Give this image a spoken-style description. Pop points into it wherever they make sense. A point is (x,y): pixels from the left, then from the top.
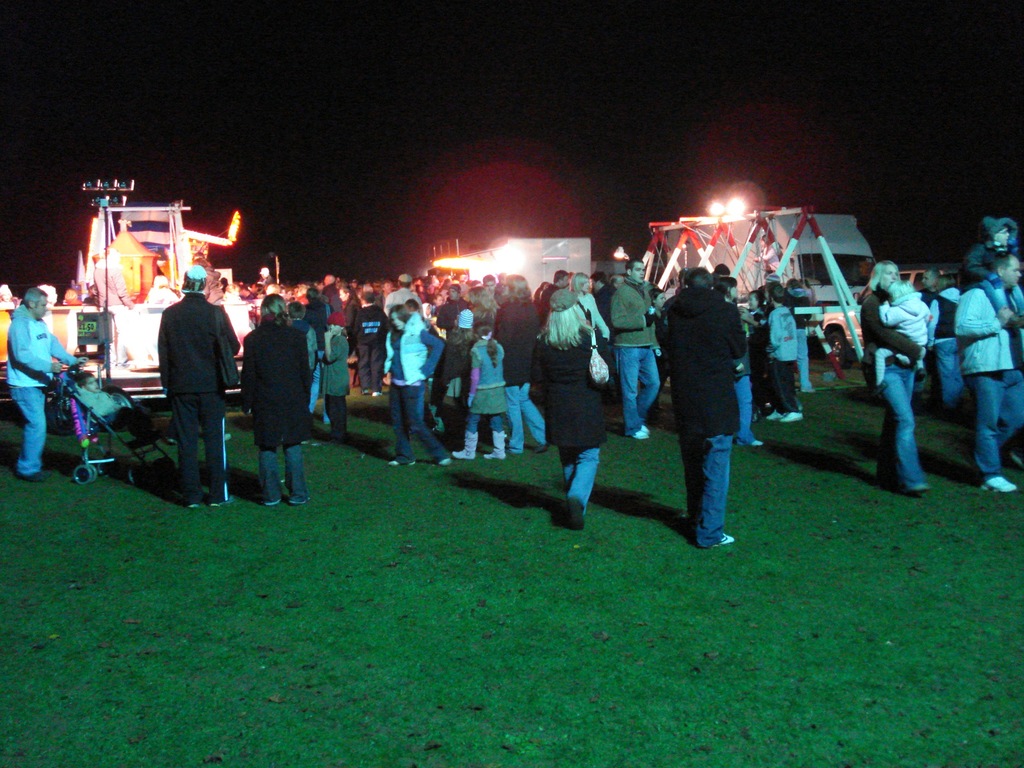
In this picture I can see group of people (997,360) standing. I can see vehicles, lights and some other objects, and there is dark background (191,16).
